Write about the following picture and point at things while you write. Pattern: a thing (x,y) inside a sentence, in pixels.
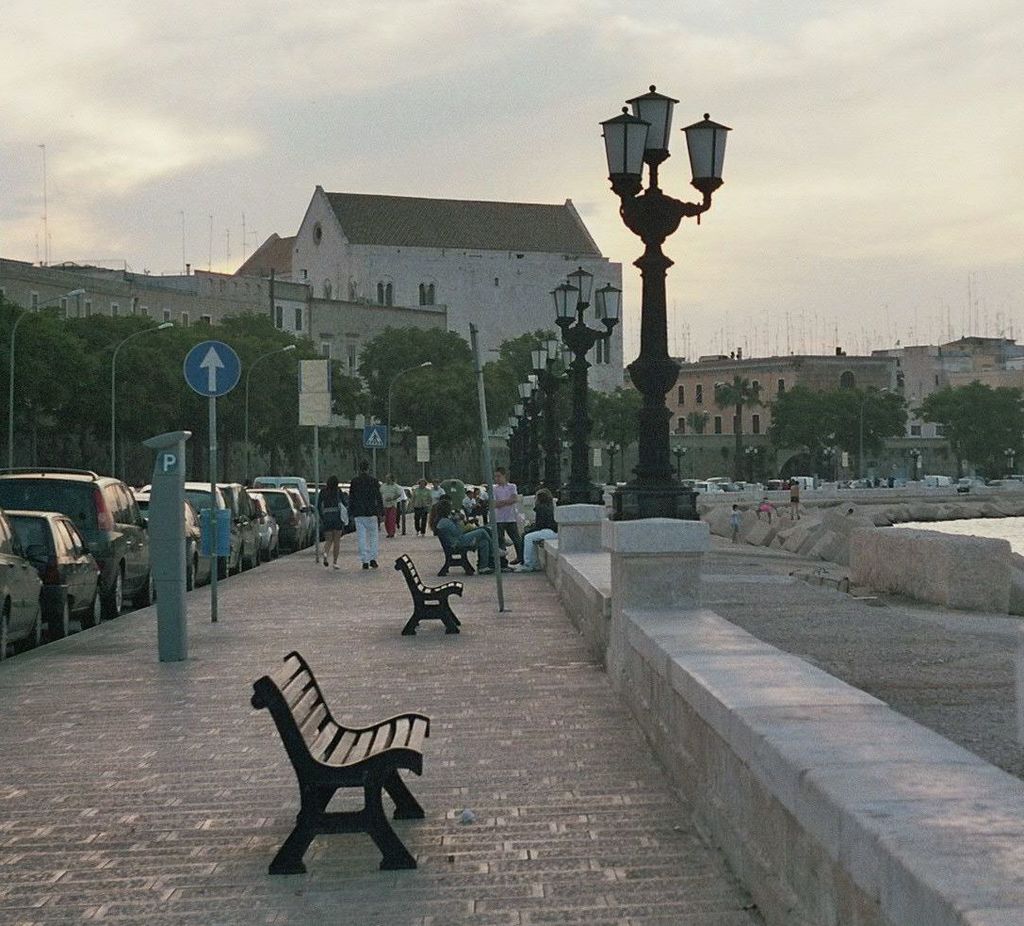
In this image we can see the wooden benches (378,819) on the sideways (421,546) of the road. Here we can see few persons (386,520) walking on the sideways (429,533) of the road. Here we can see few persons (485,565) sitting on the wooden bench (444,541). Here we can see the direction pole (214,537). Here we can see the cars (236,522) on the road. Here we can see the light poles (31,310) on the road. Here we can see the trees (453,352) on the left side (35,322) and the right as well. Here we can see the rocks (874,510) and the water (1008,523) on the right side (828,537). In the background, we can see the buildings (906,397).
